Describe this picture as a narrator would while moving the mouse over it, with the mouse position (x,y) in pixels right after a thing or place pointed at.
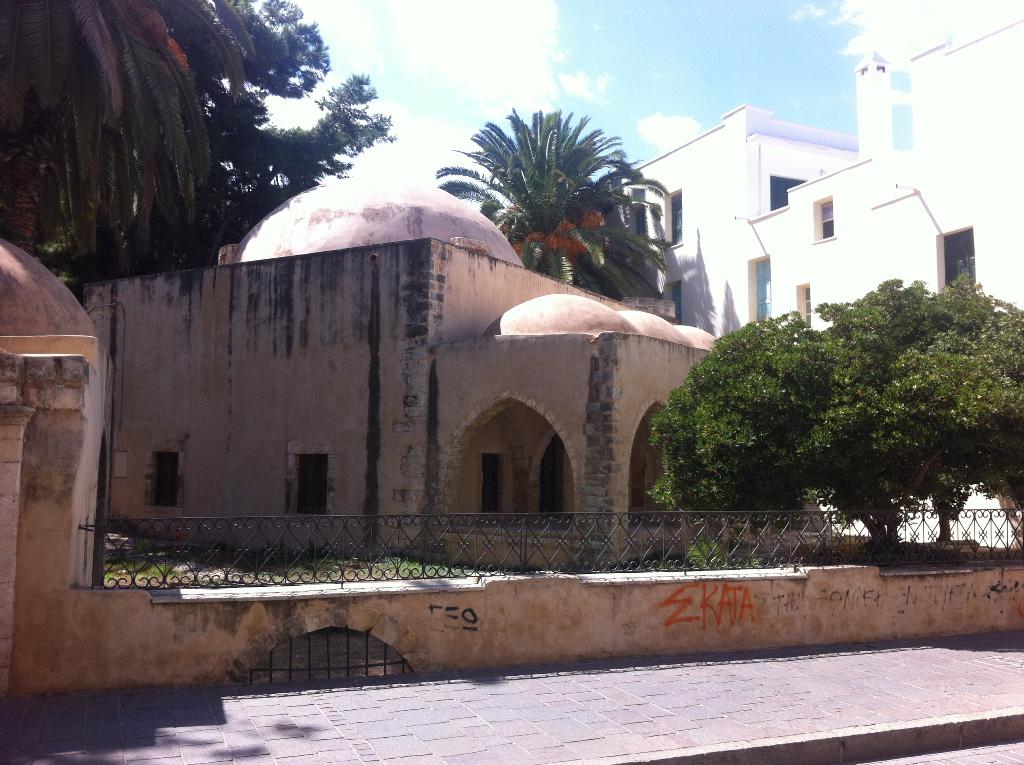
In this picture we can see a footpath (547,701), fence (992,532), trees (574,241), grass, buildings (505,254) with windows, walls (379,477) and in the background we can see the sky (571,33) with clouds (504,95).
